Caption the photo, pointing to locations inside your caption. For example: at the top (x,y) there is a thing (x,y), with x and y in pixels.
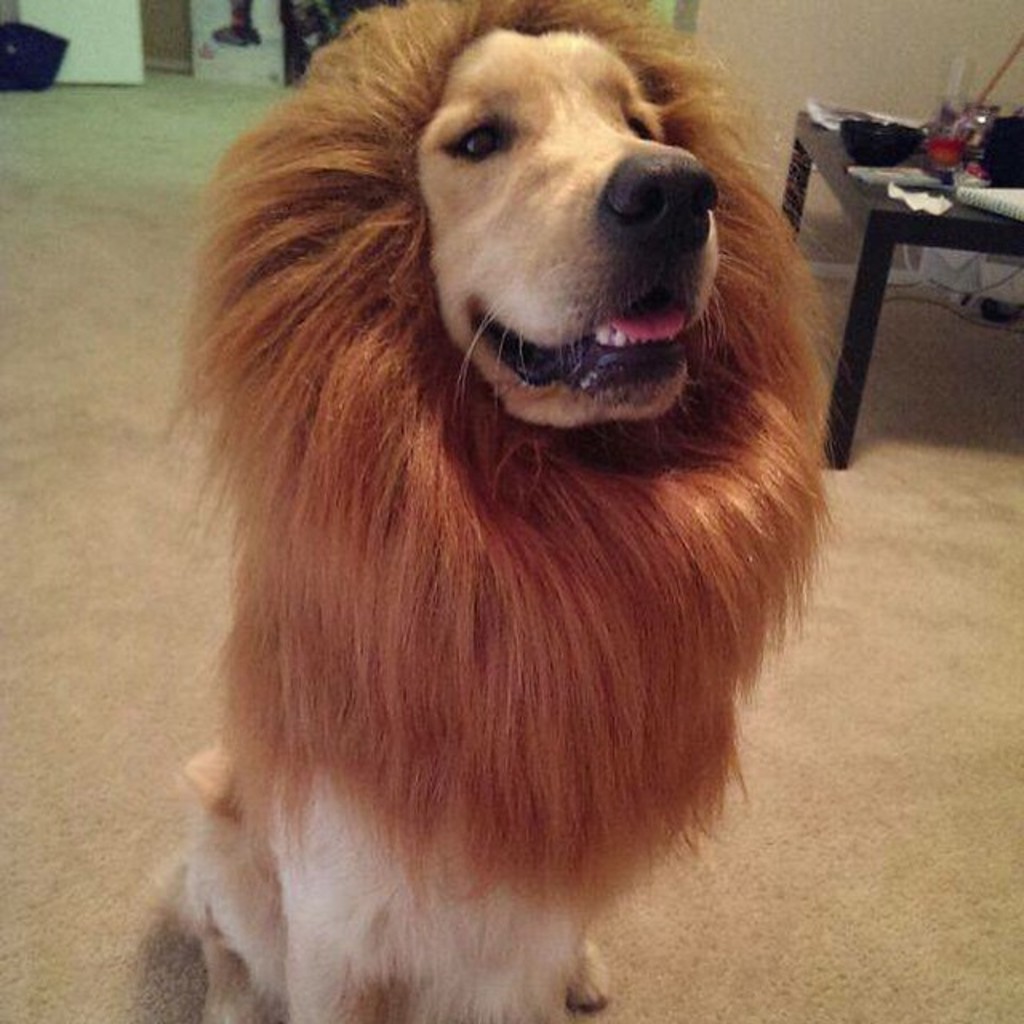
In this image we can see a dog (336,985) wearing a lion's mask (411,648) is sitting on the floor (873,515). In the background (870,309) we can see a table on which few things (949,160) are placed.
